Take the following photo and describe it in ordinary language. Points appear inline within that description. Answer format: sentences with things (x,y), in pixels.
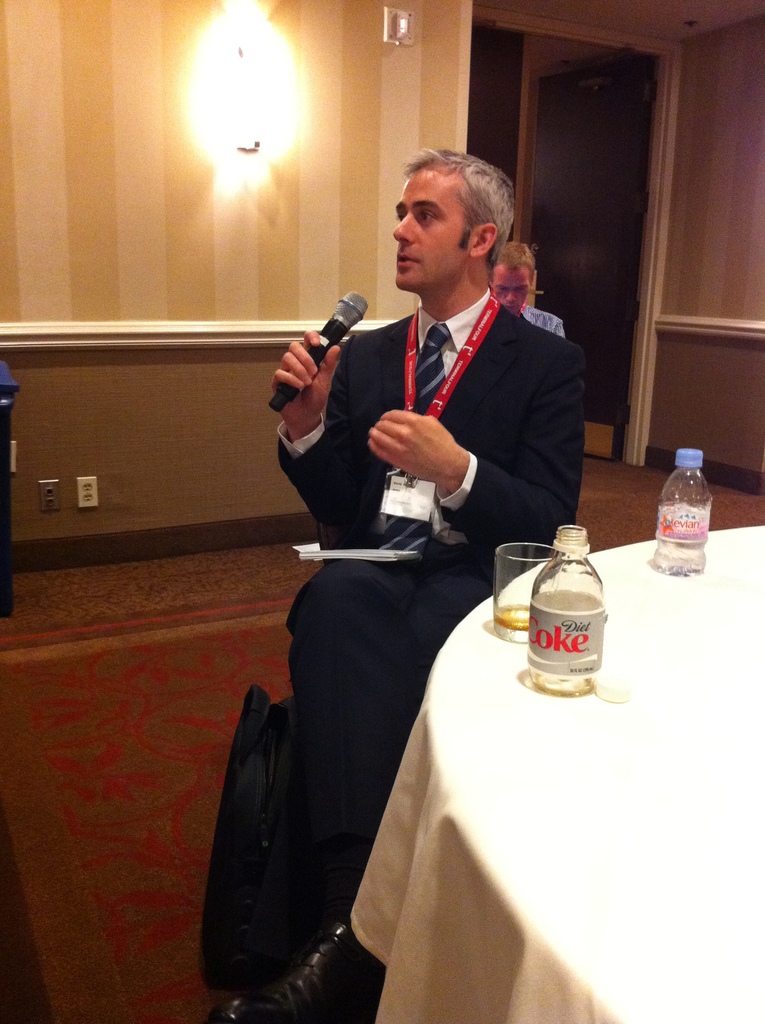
In this picture we can see a man (429,513) seated on the chair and he is speaking with the help of microphone (355,303), in front of him we can see a bottle (582,588) and a glass (515,621) on the table (582,742), in the background (230,138) we can see a light (239,82) on the wall (259,272).
